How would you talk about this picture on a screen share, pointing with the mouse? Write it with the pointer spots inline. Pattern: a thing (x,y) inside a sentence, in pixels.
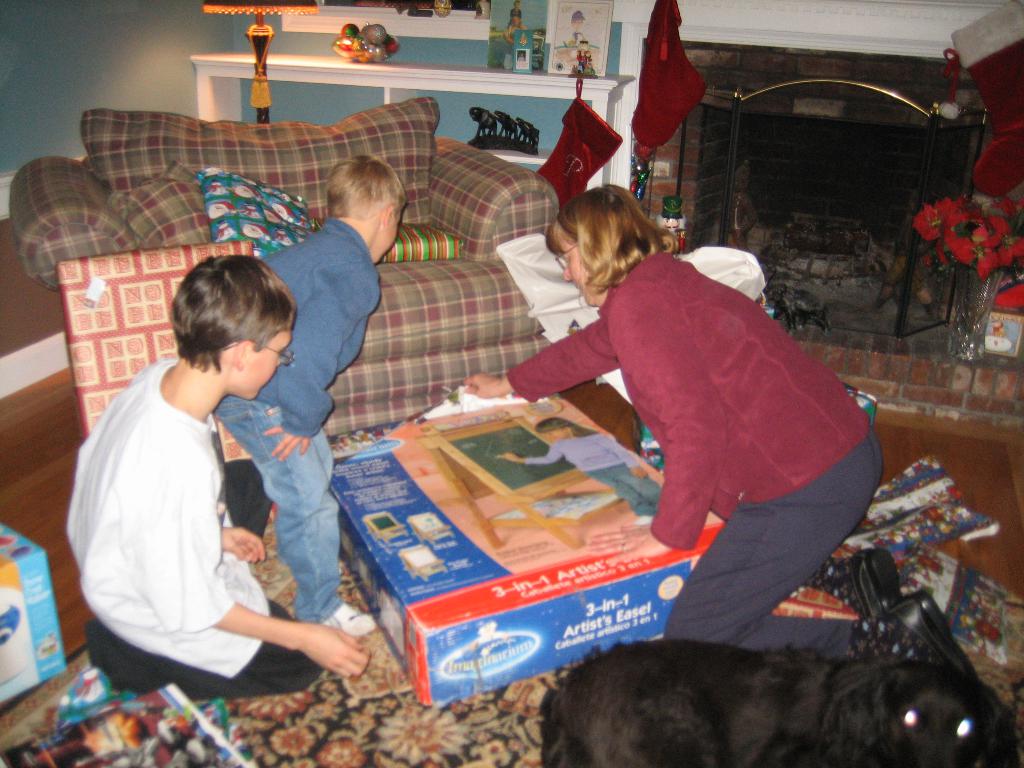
In this picture we can see a woman (793,452) and two kids (390,178), at the right bottom (791,696) there is a black color dog (765,660), at the bottom (492,737) there is mat (428,753), we can see a box (564,500) in the middle (533,509), on the right side (952,264) there are flowers (972,250) and fire place (868,228), in the background (402,174) we can see a sofa (417,164), a lamp (267,28), stockings (604,138), a photo frame (528,58) and the wall (135,41), we can see a gift box (135,259) on the left side (134,295), there is a pillow (286,233) on the sofa (422,151).
